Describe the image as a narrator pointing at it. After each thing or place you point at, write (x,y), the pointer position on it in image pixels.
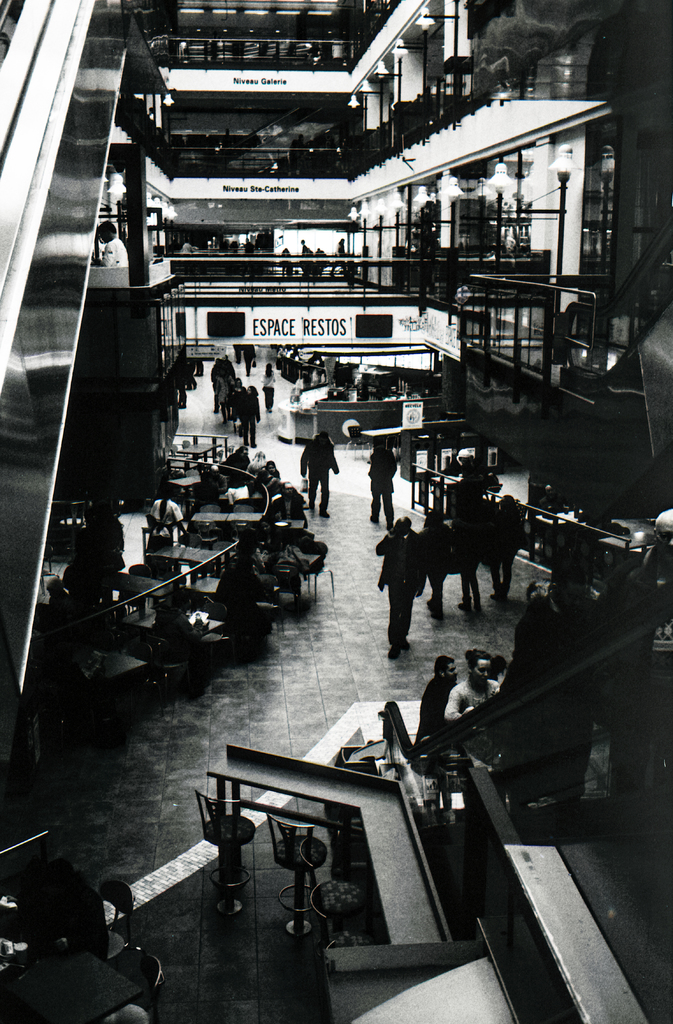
In this image we can see a few people (162,496), some of them are sitting on the chairs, there are tables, railing (315,260), there are boards (238,309) with text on it, also we can see the windows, and the picture is taken in black and white mode.
